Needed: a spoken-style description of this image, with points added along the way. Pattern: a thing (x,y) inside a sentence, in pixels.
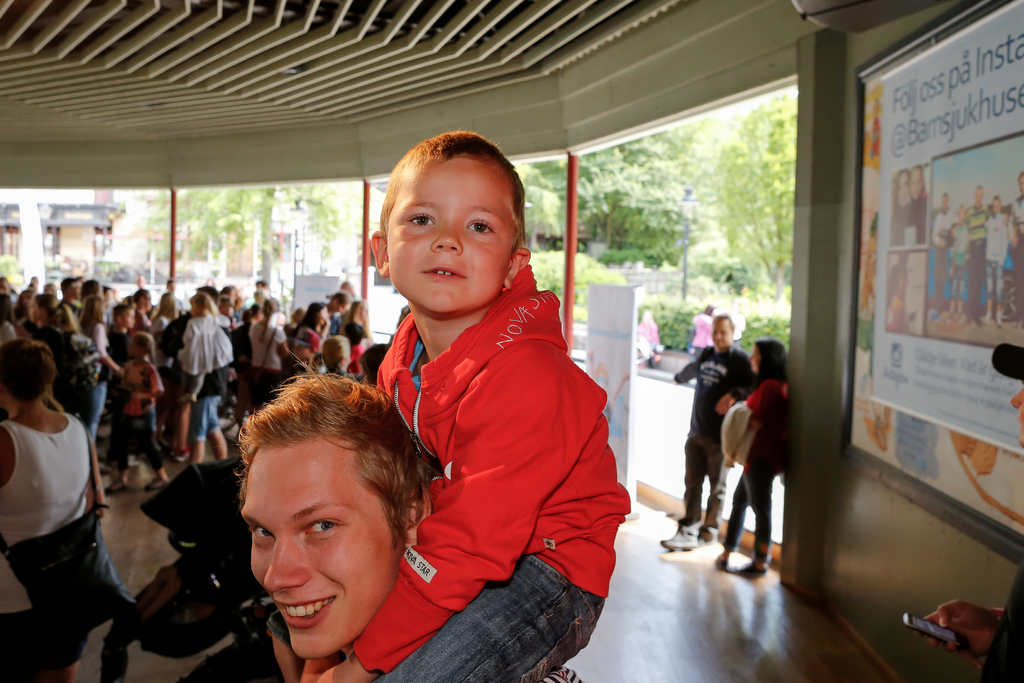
In this picture there is a person (299,562) and there is a kid (436,507) sitting on his shoulders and there are few other persons (248,311) beside him and there is a banner (948,210) in the right corner (940,259) and there are trees (547,221) and some other objects (300,213) in the background (194,213).
